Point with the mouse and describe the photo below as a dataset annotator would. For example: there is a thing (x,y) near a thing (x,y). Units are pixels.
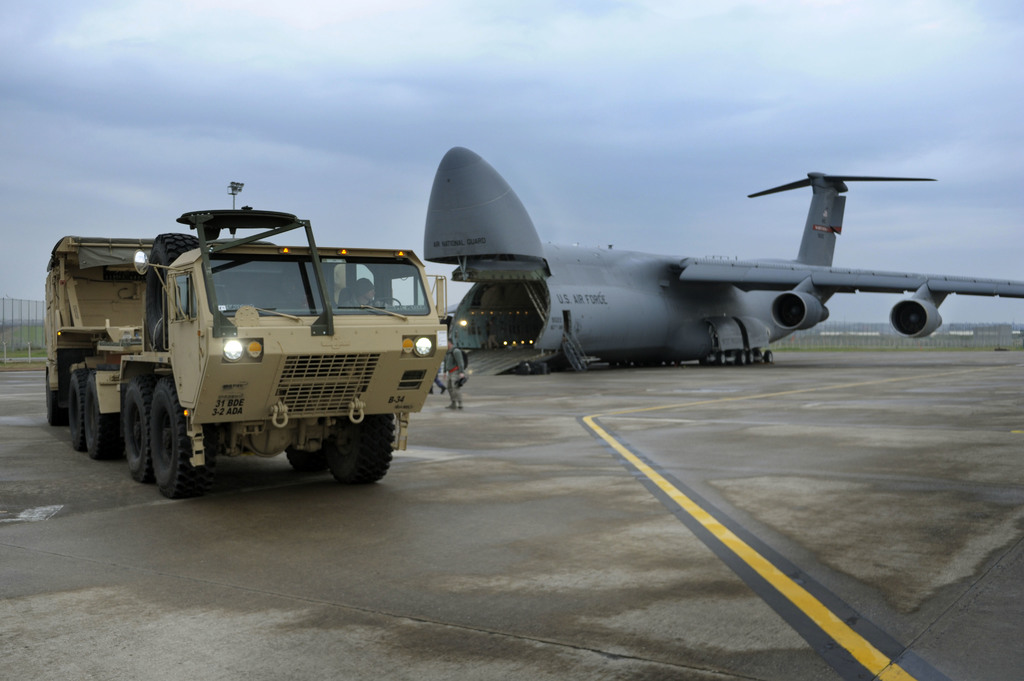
In this image, we can see a truck (226,376) and aeroplane (537,322) is placed on the surface (670,499). Here we can see a person (362,292) is inside the vehicle (389,342) and two people (447,383) are here. Background (24,365) we can see fencing (943,343), grass (915,347) and sky (409,70).
